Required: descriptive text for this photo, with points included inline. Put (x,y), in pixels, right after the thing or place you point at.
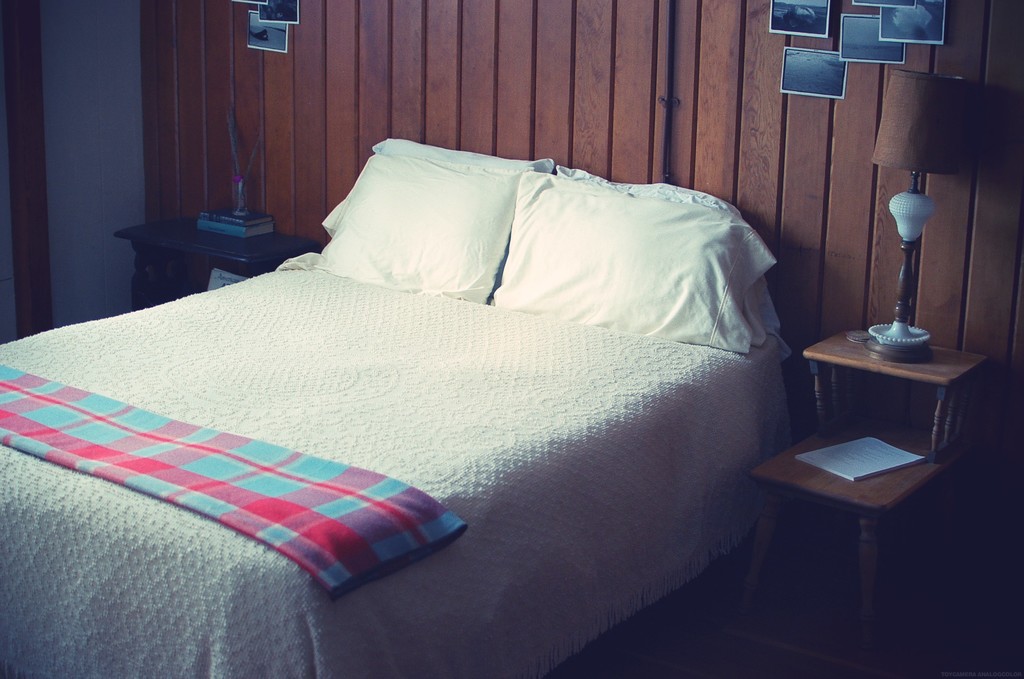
In this picture there is a bed (387,445) on which a blanket (406,555), bed sheet (469,355) were placed. There are some pillows (550,252) here. Beside the bed (738,385) there is a table (906,440) on which a paper (860,457) and a lamp (904,323) was placed. In the background (810,52) there are some photographs (876,19) attached to the wall (425,90) here.
